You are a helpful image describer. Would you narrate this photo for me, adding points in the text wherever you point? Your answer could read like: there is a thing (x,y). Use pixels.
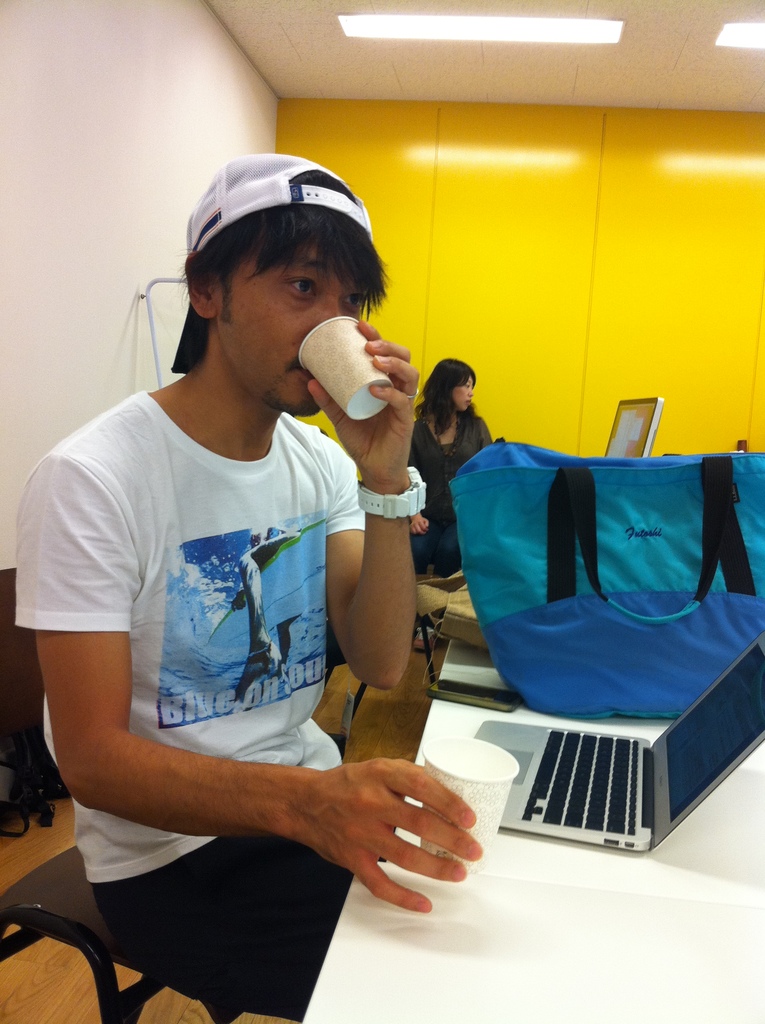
In this image I can see a person (194,504) wearing the white t-shirt (212,589) and drinking something with the cup (377,379). In front of him there is a table (503,926). On the table (429,954) there is a laptop (591,827), bag (610,659). In the back (444,470) there is another person (448,450) sitting. In the background (506,230) there is a yellow wall (547,297).
